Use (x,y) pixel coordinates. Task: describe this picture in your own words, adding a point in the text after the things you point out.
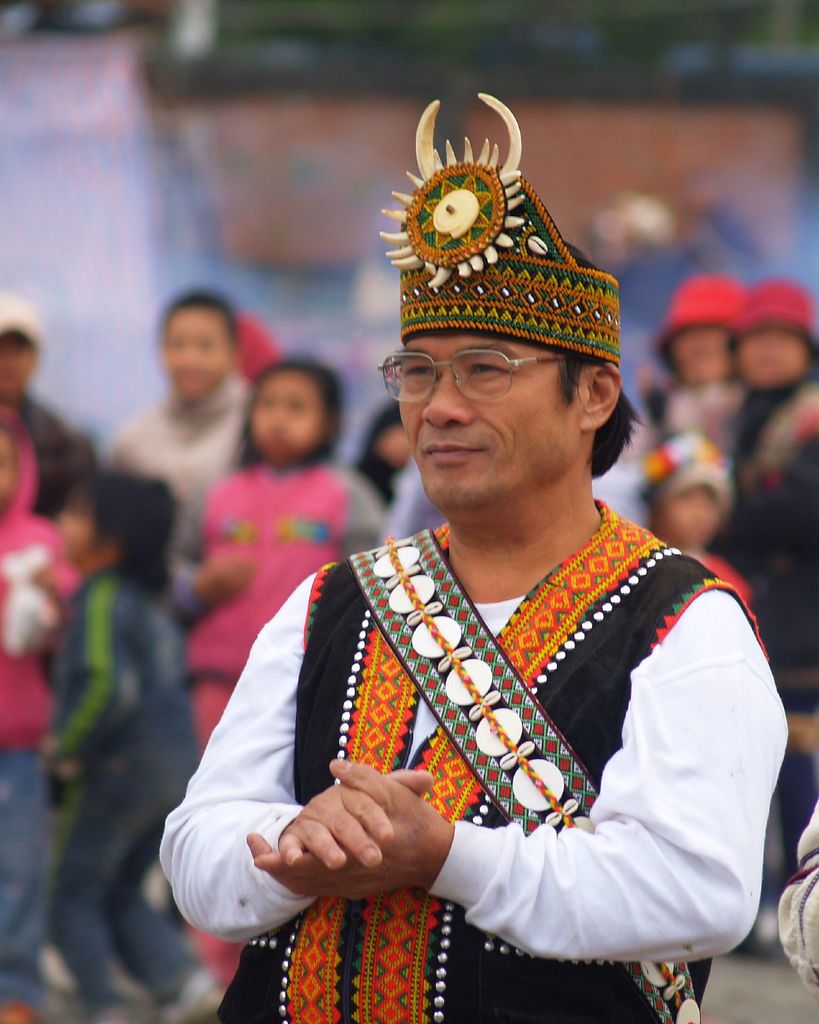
In the middle of the image (530,457) a man (489,414) is standing and smiling. Behind him few people (770,563) are standing. Background of the image (67,345) is blur.
